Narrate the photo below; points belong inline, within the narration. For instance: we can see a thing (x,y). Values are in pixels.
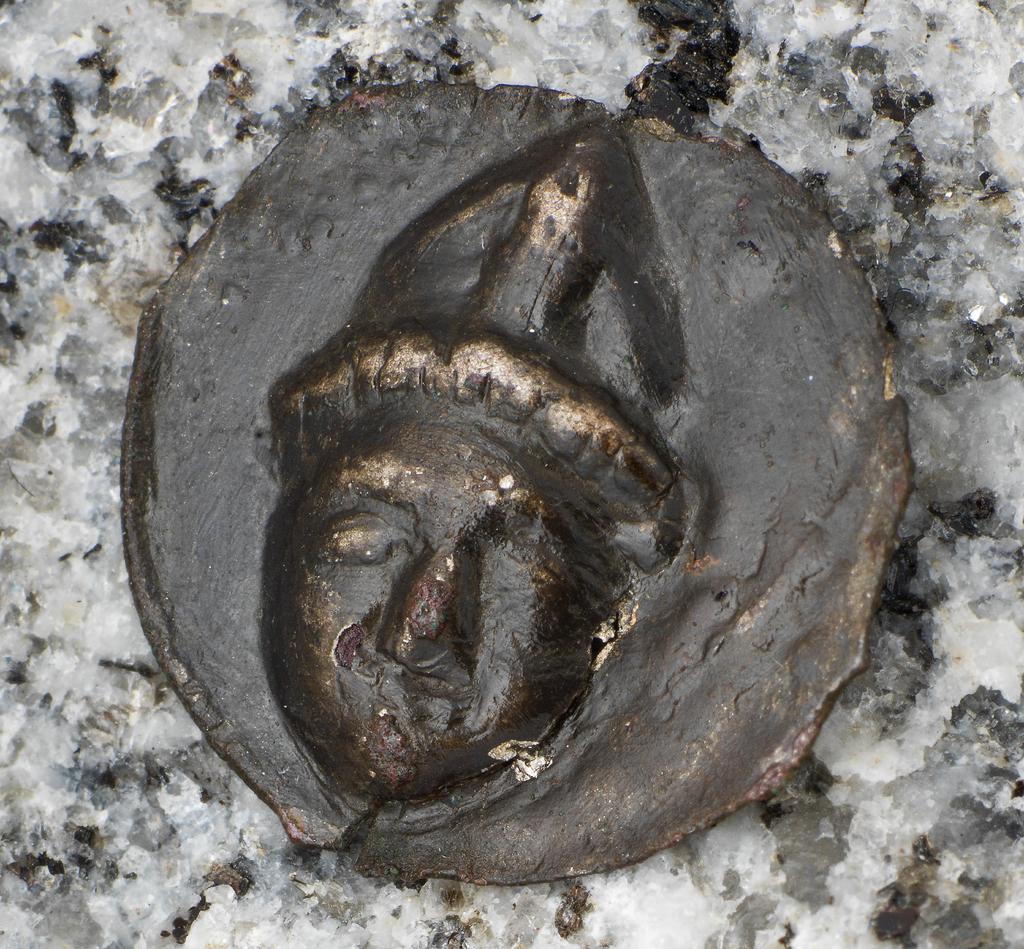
In this image I can see a black colour thing (212,347). I can also see white colour in the background (927,900).
